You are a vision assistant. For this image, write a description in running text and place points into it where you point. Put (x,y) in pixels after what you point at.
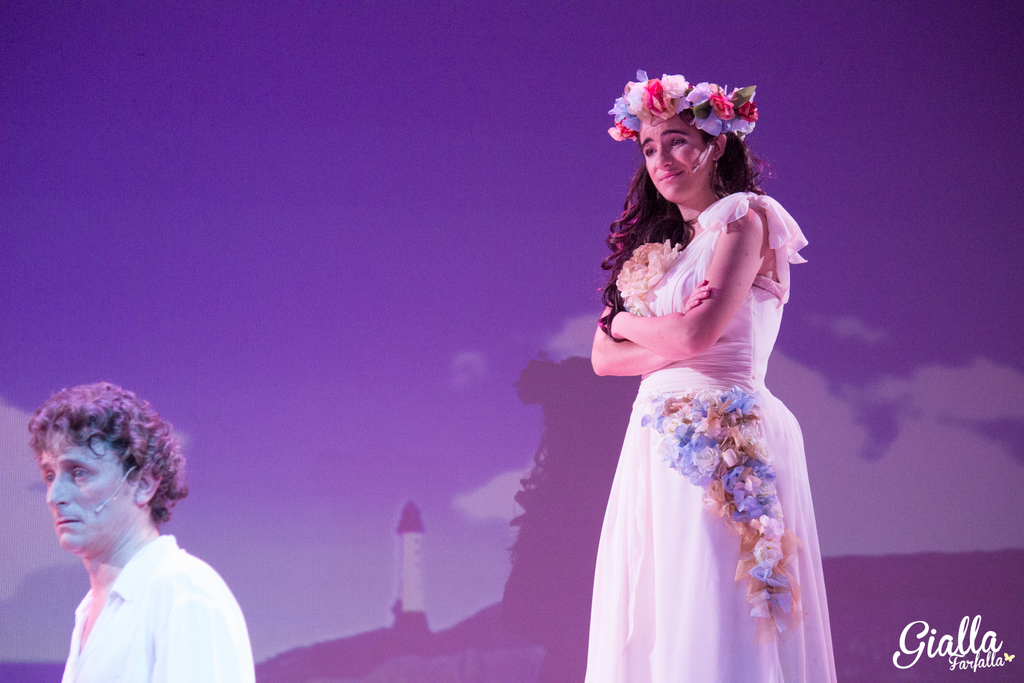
In this image I can see two people (167,656). Among them one person (658,265) is wearing the crown (699,117).
